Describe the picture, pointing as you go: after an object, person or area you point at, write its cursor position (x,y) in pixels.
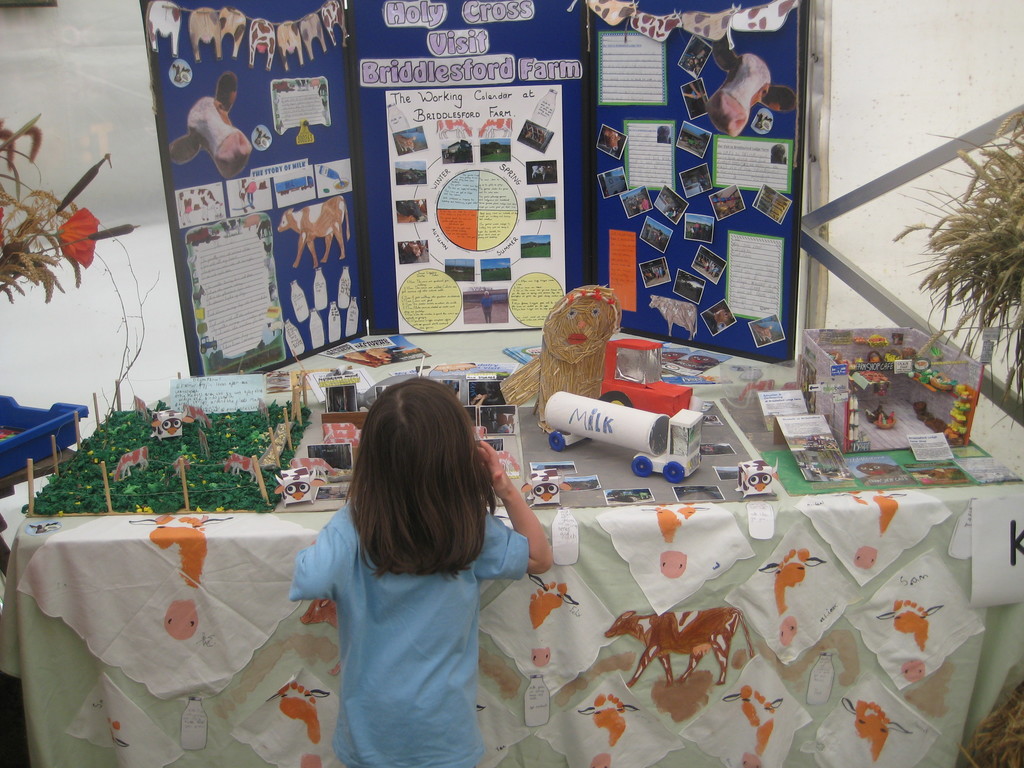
A girl (458,444) is watching crafts (253,431) kept on a table (18,579).
